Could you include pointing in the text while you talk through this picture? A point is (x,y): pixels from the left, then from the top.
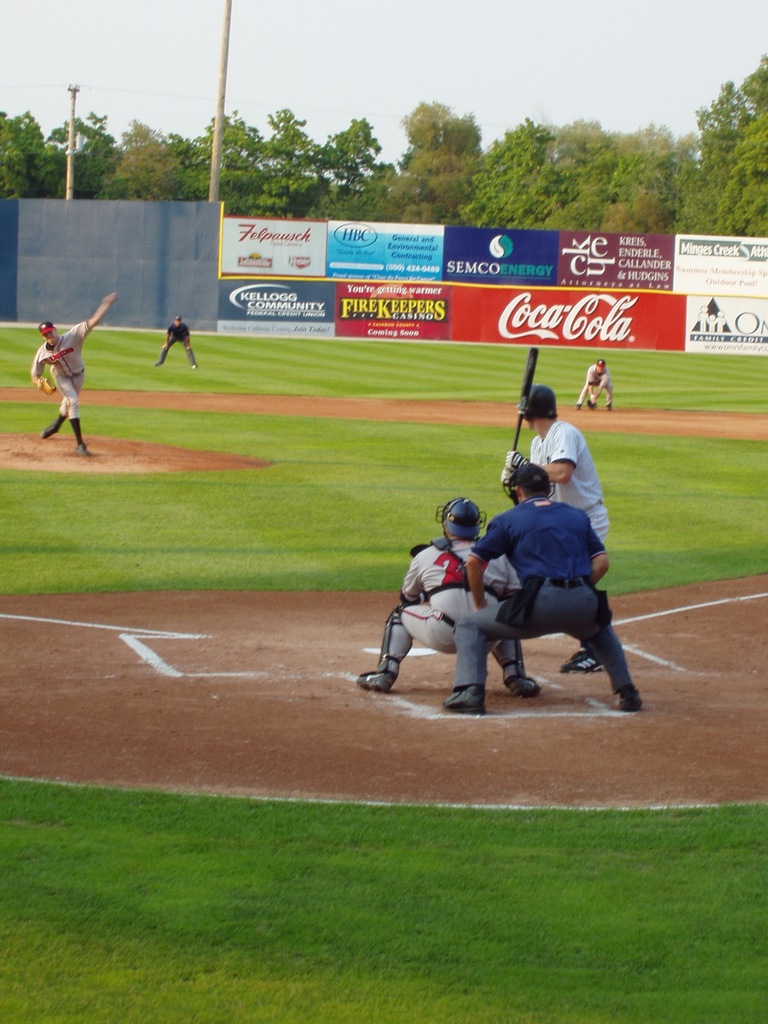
In this image in the center (487,545) there are some persons (510,507) one person (519,458) is holding a bat (524,400) and it seems that they are playing baseball. At the bottom (381,745) there is ground (294,494), and in the background (242,231) there are some trees (363,157), boards (294,263) and poles (73,141).
